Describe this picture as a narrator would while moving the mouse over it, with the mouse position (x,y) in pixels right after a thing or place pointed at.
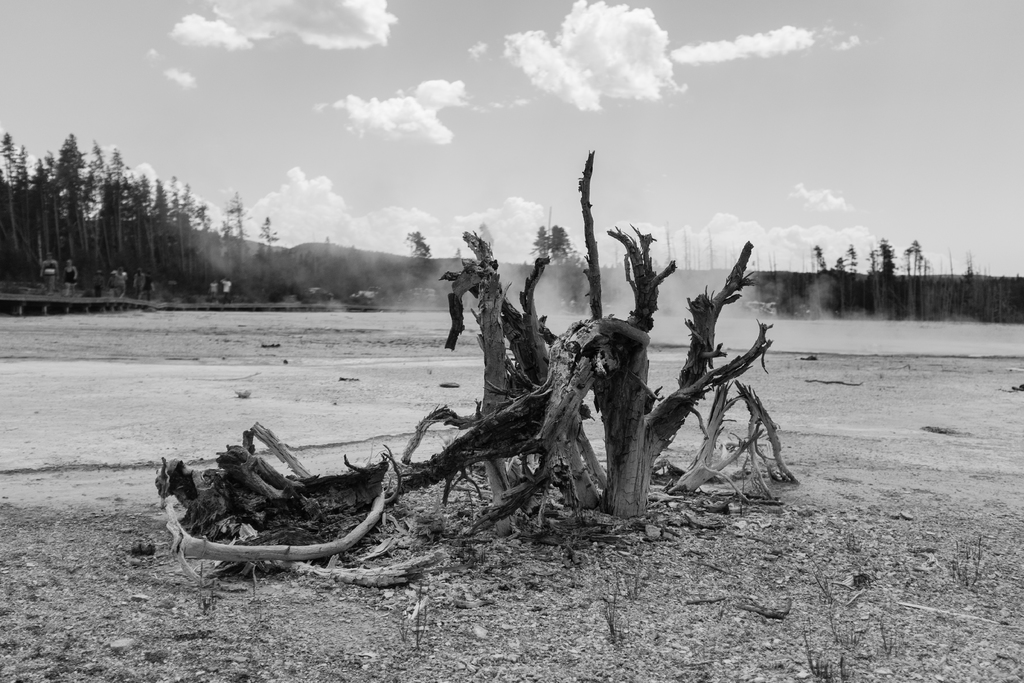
This picture is in black and white. In the center (649,401), there is a tree trunk (556,353). In the background (349,139) there are trees (98,255) and a sky (465,123). Towards the left (47,279), there are people (47,279).
